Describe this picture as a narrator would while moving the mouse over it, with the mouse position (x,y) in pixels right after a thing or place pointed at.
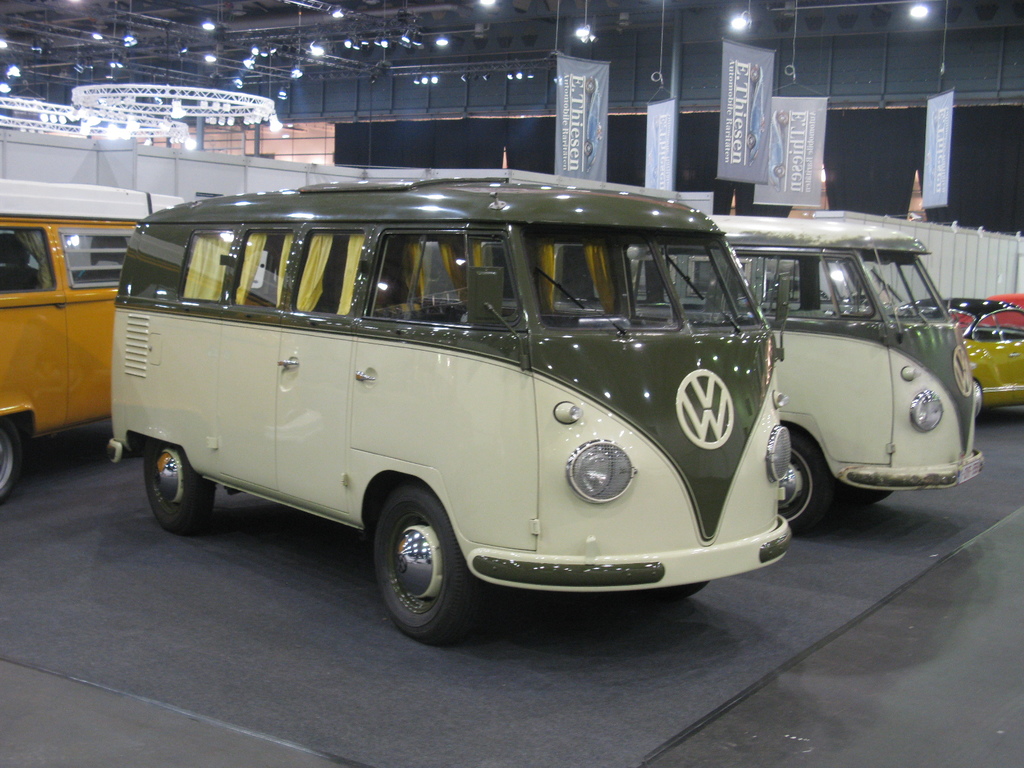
In the center of the image (548,494) we can see vehicles (664,435) on the ground (419,691). In the background (976,324) we can see vehicles (20,266), wall (1002,263), advertisements (594,137) and lights (444,44).
